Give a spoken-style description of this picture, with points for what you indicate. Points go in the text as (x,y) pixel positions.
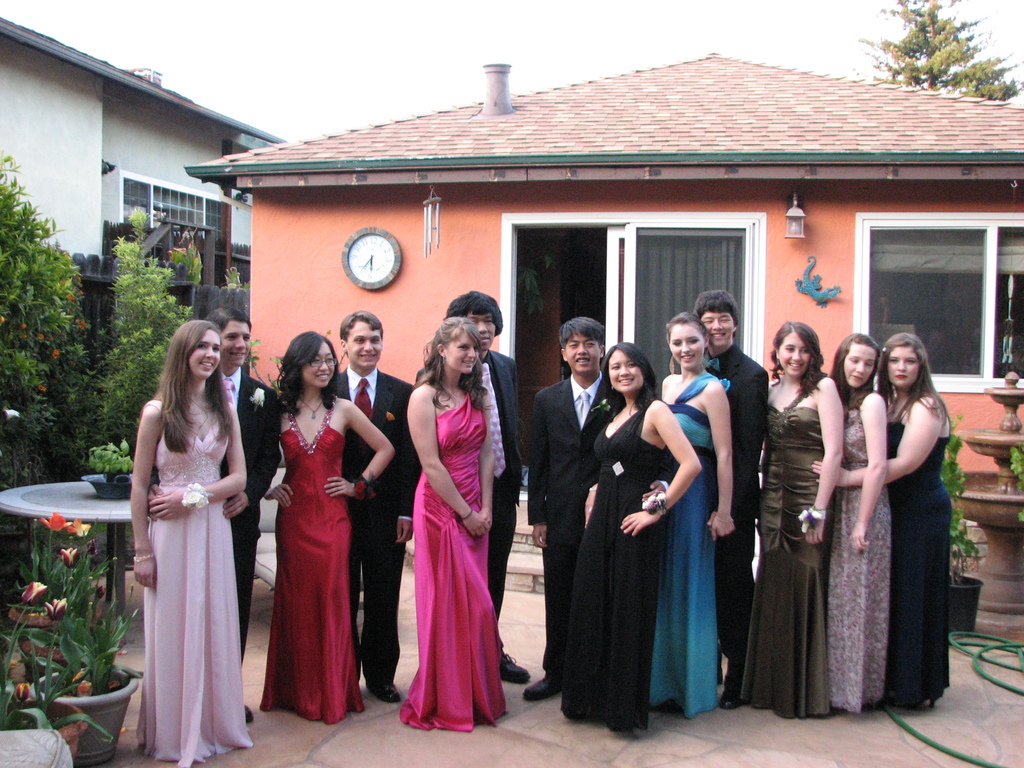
In this image there are people (453,445) standing and they are smiling. Behind them there is a house (644,211). On the wall (495,219) of the house (515,215) there are wind chimes (432,229), a clock (370,250) and a lizard (812,295). To the right (1006,520), there is a fountain (997,489) in front of the house (449,234). To the left (105,210), there are plants (65,379) and a house (71,179). In the bottom left (78,648) there are flower pots (62,704). Behind the flower pots (49,634) there is a table (81,503). There is a house plant (114,471) on the table (99,507). At the top (426,27) there is the sky (496,33).
